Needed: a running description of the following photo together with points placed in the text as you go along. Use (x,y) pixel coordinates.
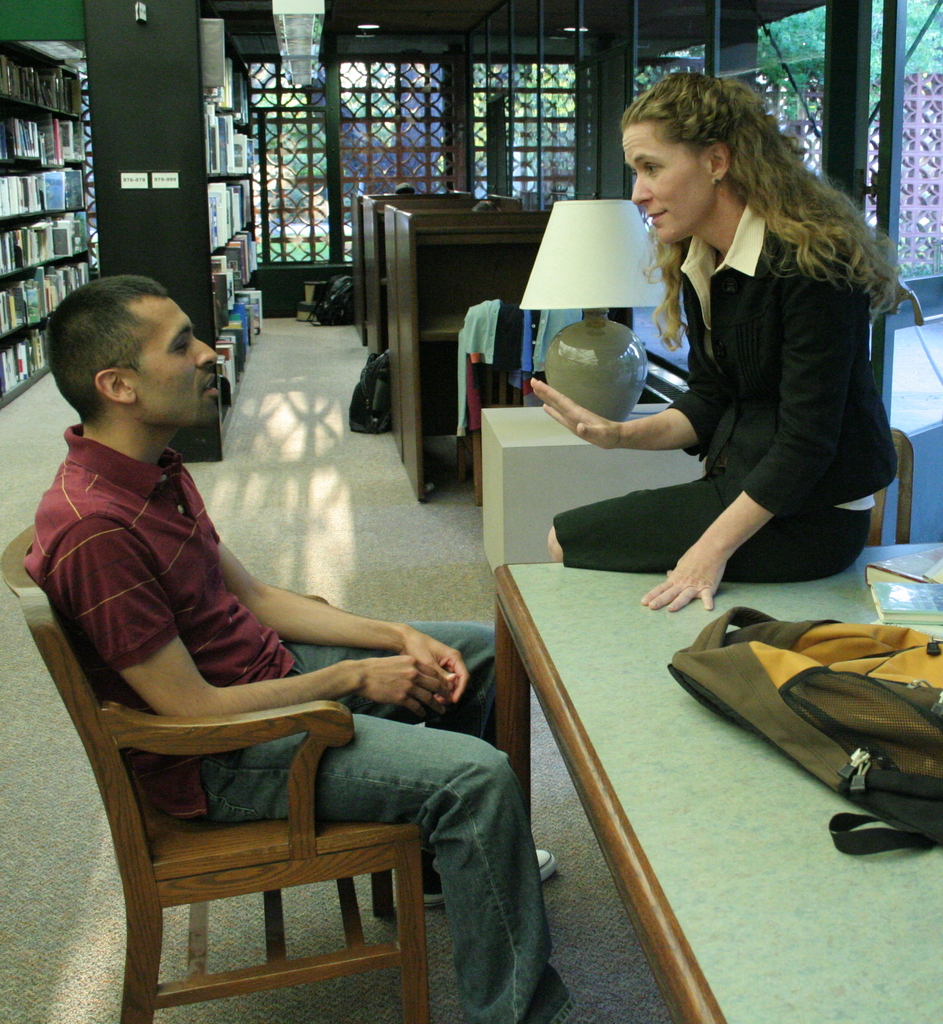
In this image I can see two people (604,441) are sitting inside the library (332,157). One person (256,621) is sitting on the chair (279,850) and another one (729,471) is sitting on the table (806,614). There is also a bag (861,624) and books (875,601) on the table (784,832). I can also see a lamp (592,353), books (237,156) inside the cupboard (228,246) and there is bag (376,405) on the floor (358,438).
